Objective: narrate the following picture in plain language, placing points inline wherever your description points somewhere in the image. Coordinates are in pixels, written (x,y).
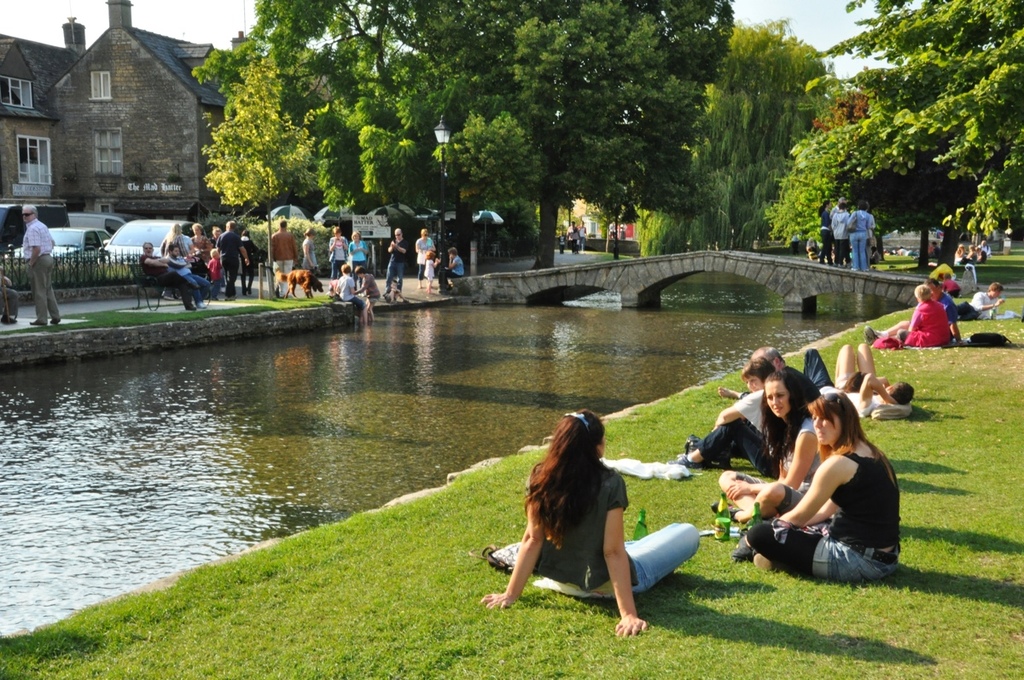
In this picture I can see the grass (547,666) in front (912,593), on which there are people (944,285) sitting and I see few bottles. In the middle of this picture (543,423) I can see the water (619,391) and the bridge (809,298) and I see few more people (829,223) on the bridge (835,266). In the background (510,229) I can see number of trees (568,87), few cars (69,228), few more people (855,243), buildings (183,189) and the sky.
